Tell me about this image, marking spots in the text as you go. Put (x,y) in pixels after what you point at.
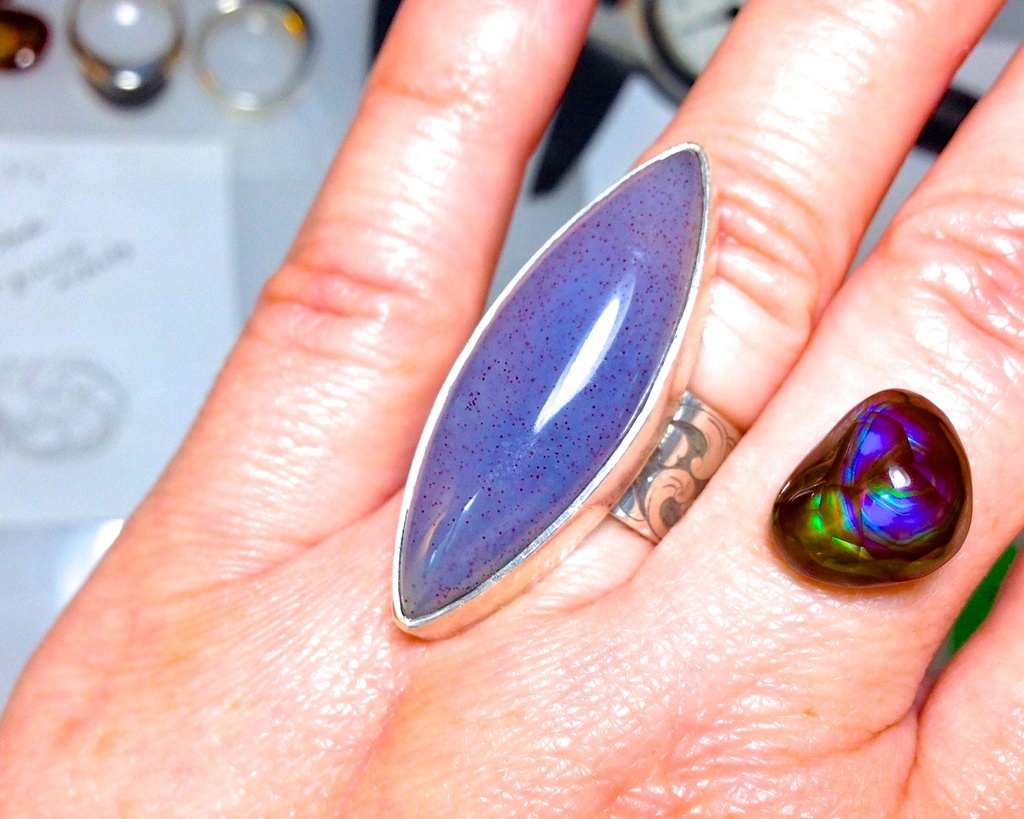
In this image we can see a hand (287,364) of a person (393,539) where there is rings (615,516) on his/her fingers (602,546). At the top left corner (78,181) there are some rings (151,100) and a paper (190,241) on the surface (30,643).
